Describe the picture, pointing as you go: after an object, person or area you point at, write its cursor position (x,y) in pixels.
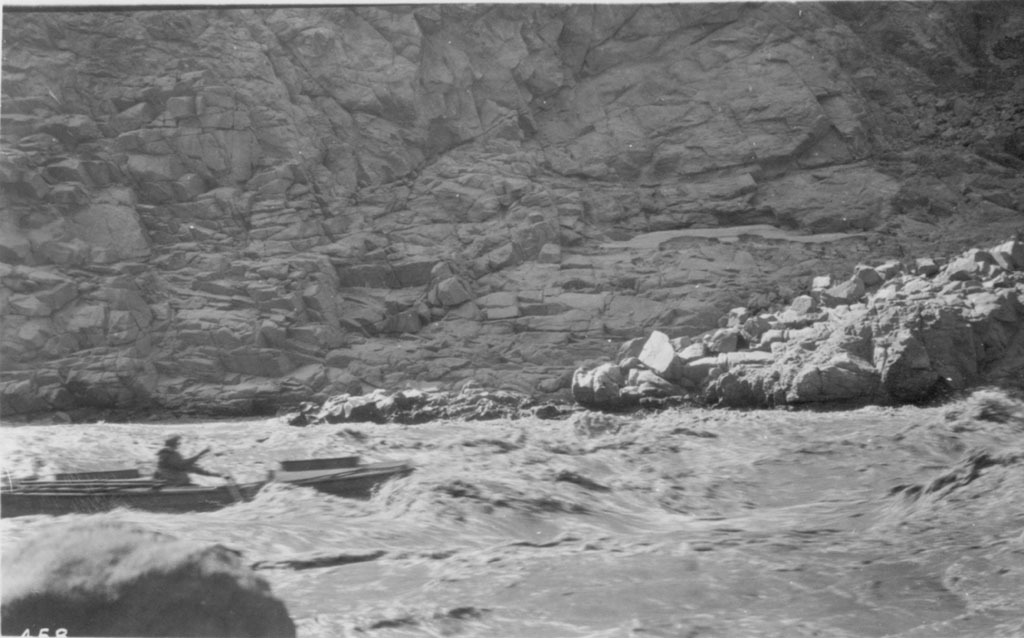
In this black and white image there is a person (192,460) on the boat (361,476), which is in the river (338,534). In the background (601,226) there is a mountain (453,289).
